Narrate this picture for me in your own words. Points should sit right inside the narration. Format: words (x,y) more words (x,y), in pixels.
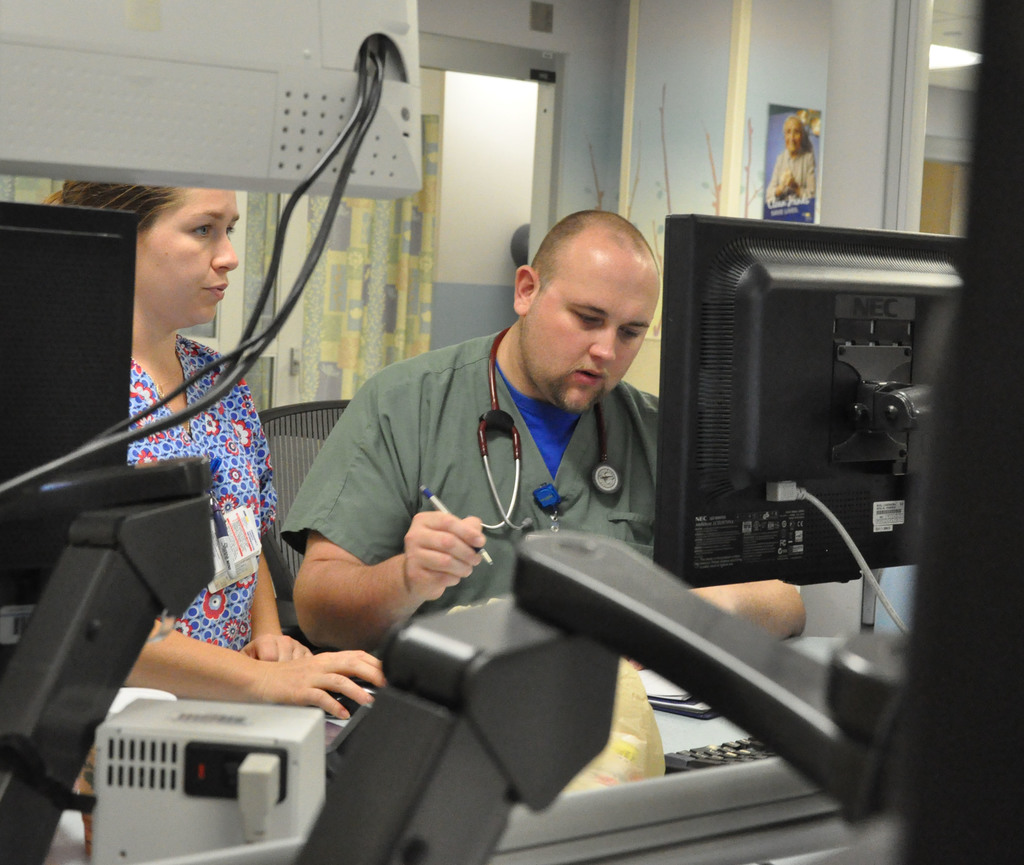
In the picture we can see a man (336,458) sitting, he is with a stethoscope (604,467) and holding a pen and beside him we can see a woman (220,643) sitting near the desk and on it we can see a monitor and some screen (42,352) with wires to it and behind them we can see the wall (722,2) with an exit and a curtain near it.
